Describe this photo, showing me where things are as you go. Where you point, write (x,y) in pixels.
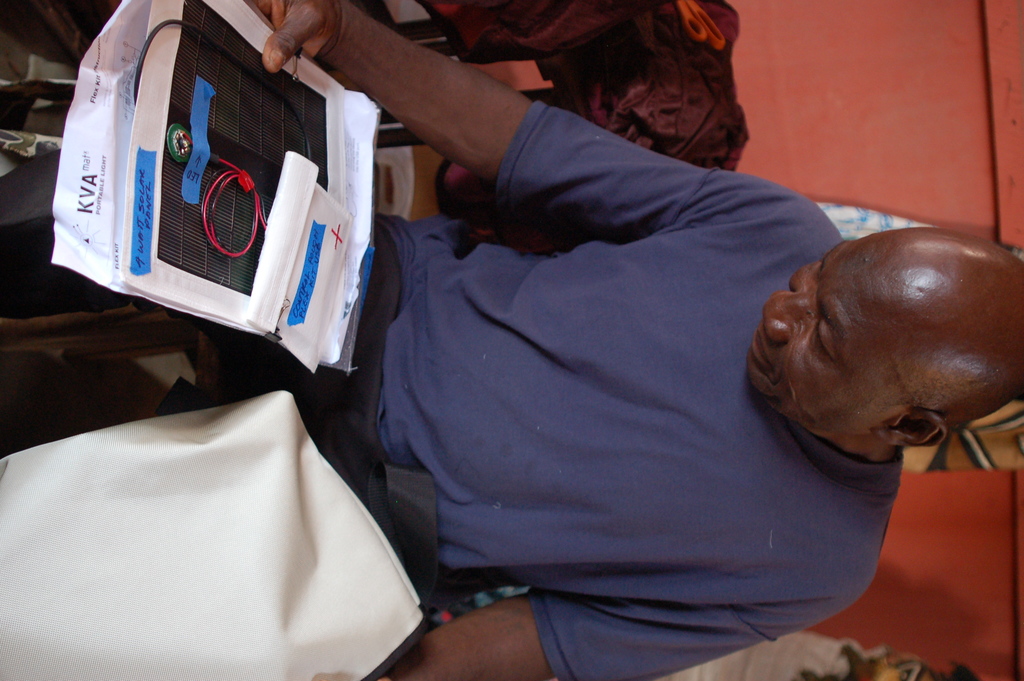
In the foreground of this image (698,453), there is a man (368,453) sitting on the chair (209,363), holding a solar panel kit (271,322) and it seems like a cloth (213,617) in another hand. In the background (615,116), there are clothes (612,48) and the wall (902,75).
